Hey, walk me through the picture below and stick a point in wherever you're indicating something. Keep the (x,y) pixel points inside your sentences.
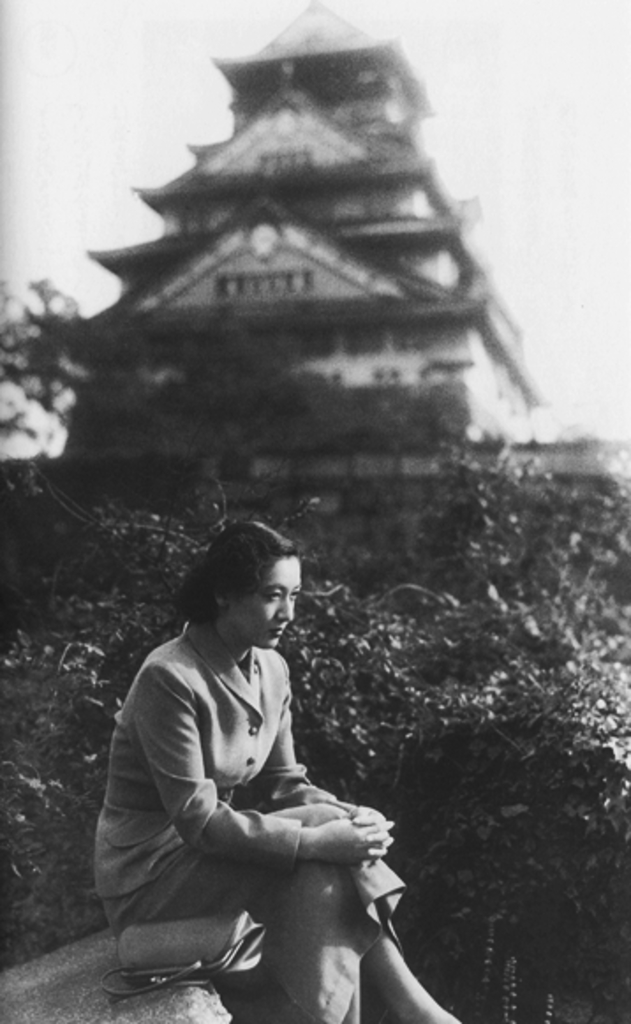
This is a black and white image which is clicked outside. In the foreground (202,718) there is a woman (257,662) sitting on an object (98,950) and we can see a handbag (233,961) and plants (544,619). In the background (71,79) there is a sky (150,226) and we can see the building (331,306) and a tree (50,364).
